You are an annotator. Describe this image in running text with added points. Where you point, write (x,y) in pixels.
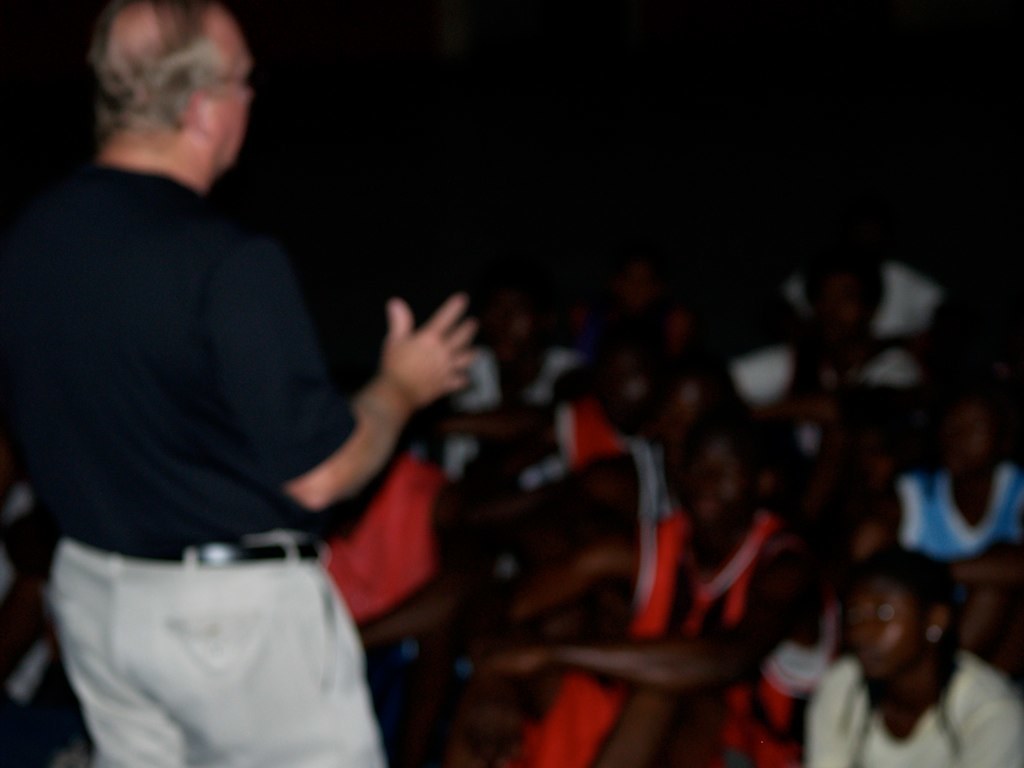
In this image I can see a person (191,477) is standing and wearing black and white dress (191,626). In front I can see few people (612,443) sitting. Background (291,146) is black in color.
